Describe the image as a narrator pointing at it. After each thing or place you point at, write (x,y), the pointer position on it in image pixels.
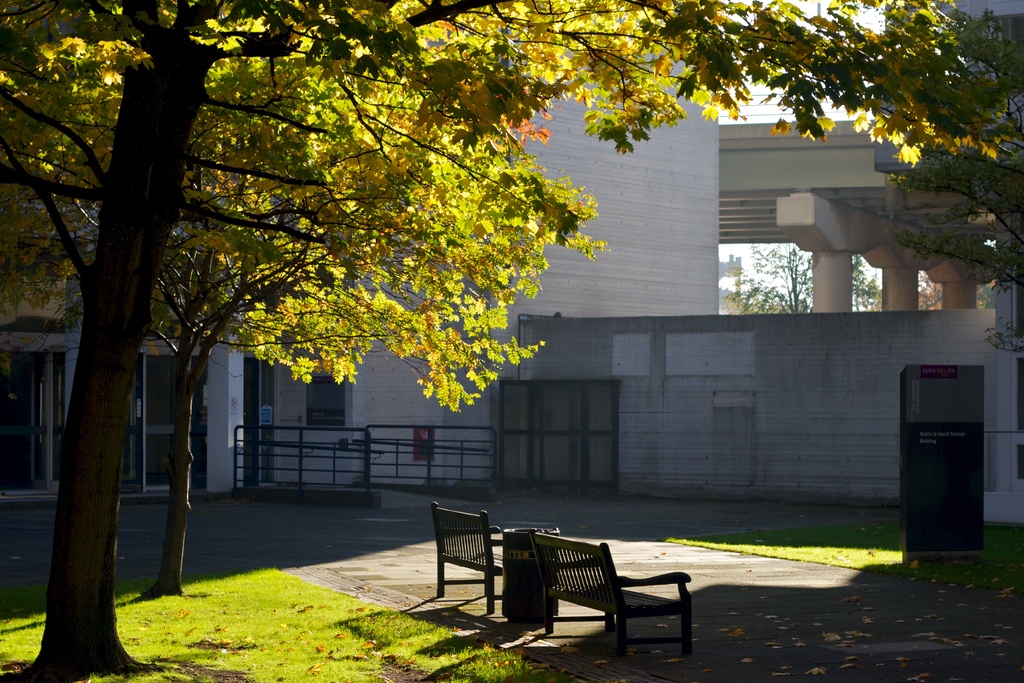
In this image we can see trees (99,587), grass (211,624), wooden benches (482,559), dustbin (510,589), fence (302,477), building (575,399) and the sky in the background (639,313).
